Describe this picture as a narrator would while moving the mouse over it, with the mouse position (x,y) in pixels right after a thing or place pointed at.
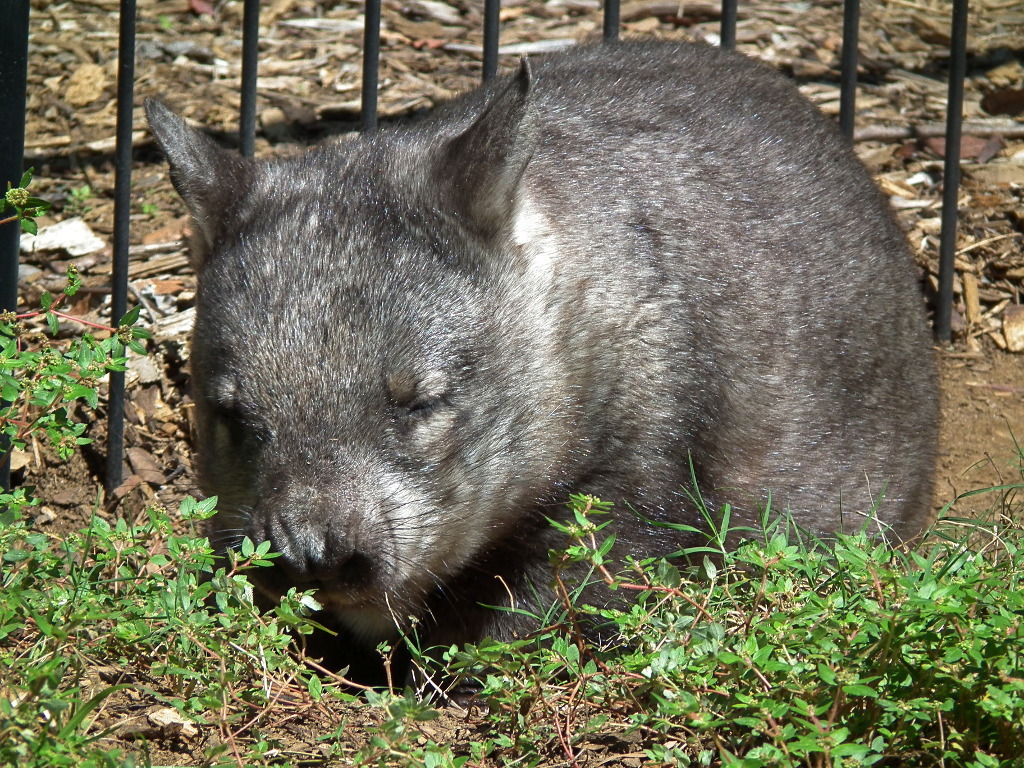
In this image we can see an animal (710,348). There is a fence (368,123) in the image. There are few plants (660,657) in the image.
